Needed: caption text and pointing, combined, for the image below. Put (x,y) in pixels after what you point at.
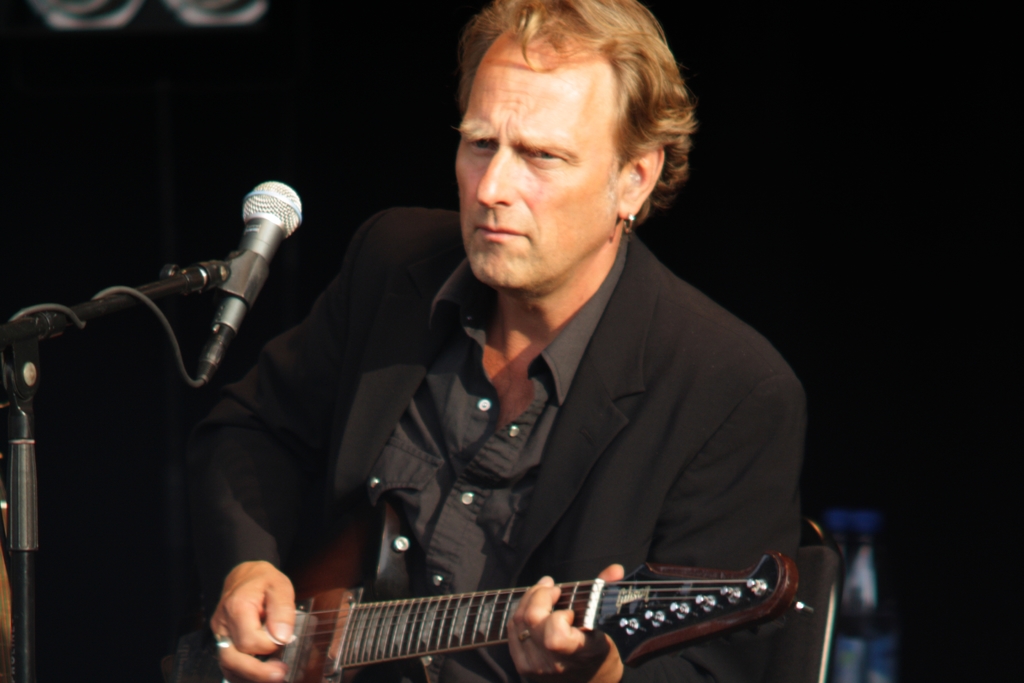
In the image we can see there is a man (627,168) who is sitting on chair (780,667) and holding guitar (656,610) in his hand (251,615) and in front of him there is a mic (227,297) with a stand (56,329).
